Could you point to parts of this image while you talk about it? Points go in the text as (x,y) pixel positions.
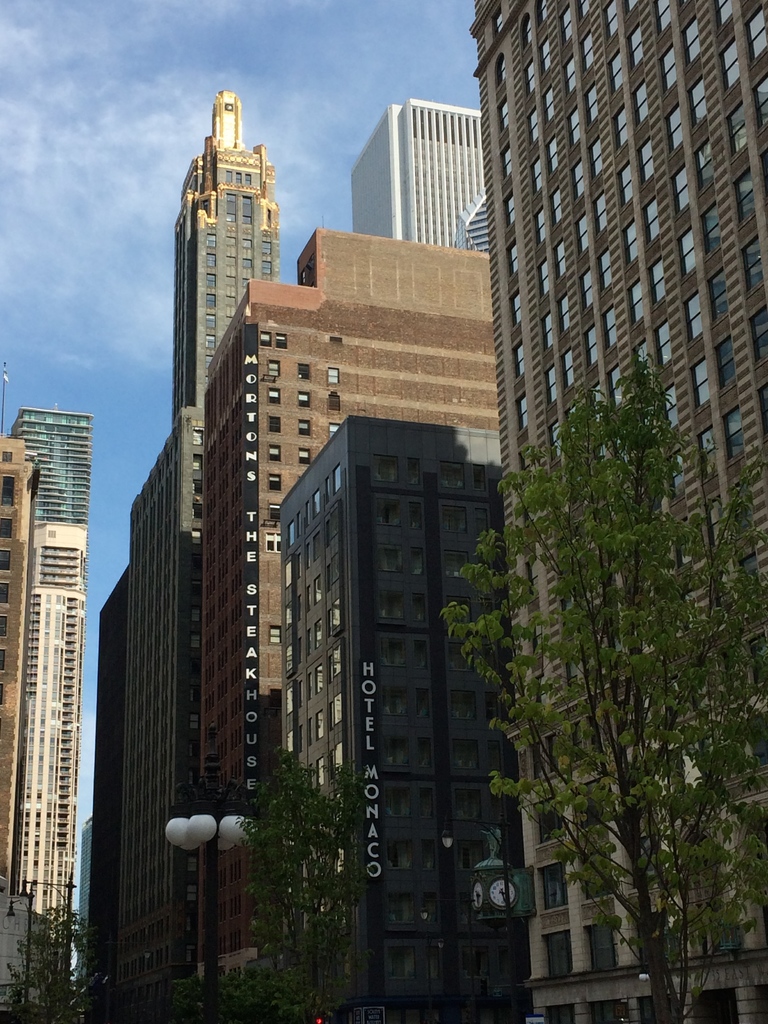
In this image, we can see some buildings (19,570), there are some trees (602,685), we can see some lights (182,831), at the top (162,70) there is a blue sky (157,86).
